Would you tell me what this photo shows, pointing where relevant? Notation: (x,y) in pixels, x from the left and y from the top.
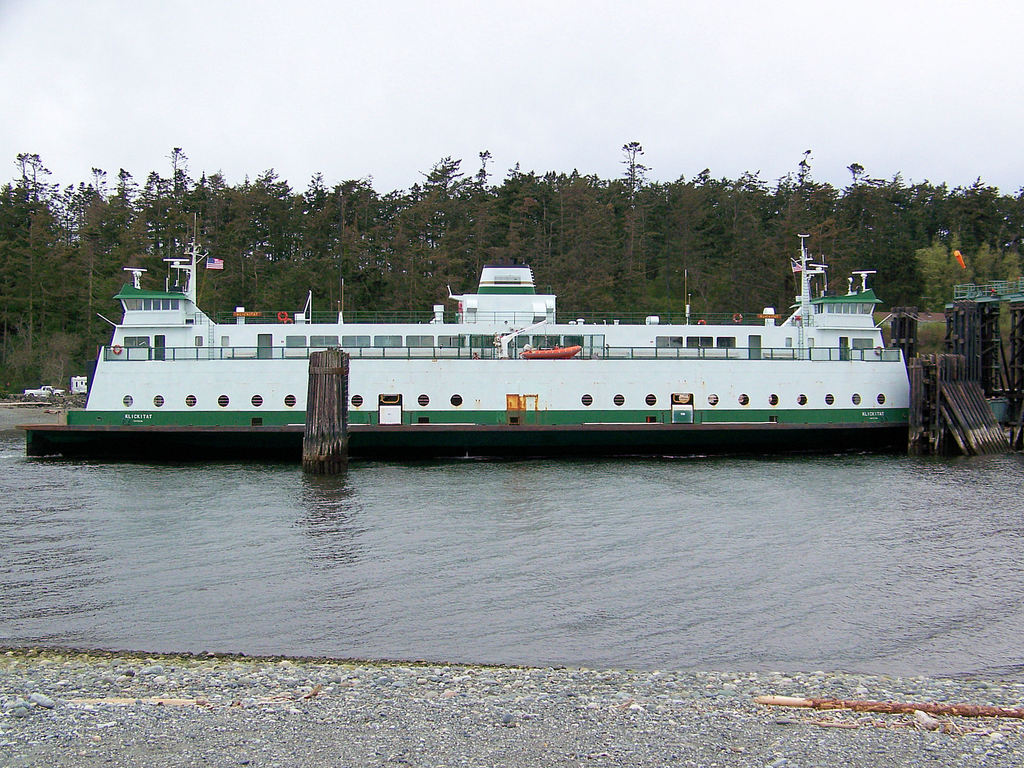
in this image in the front (495,553) there is water (524,524) and there is a ship (586,361) on the water (584,516). In the background (334,219) there are trees (695,228) and on the right side (958,343) there are metal objects (992,400) and in the background (52,390) there are objects (40,394) which are white in colour and the sky (506,127) is cloudy.
